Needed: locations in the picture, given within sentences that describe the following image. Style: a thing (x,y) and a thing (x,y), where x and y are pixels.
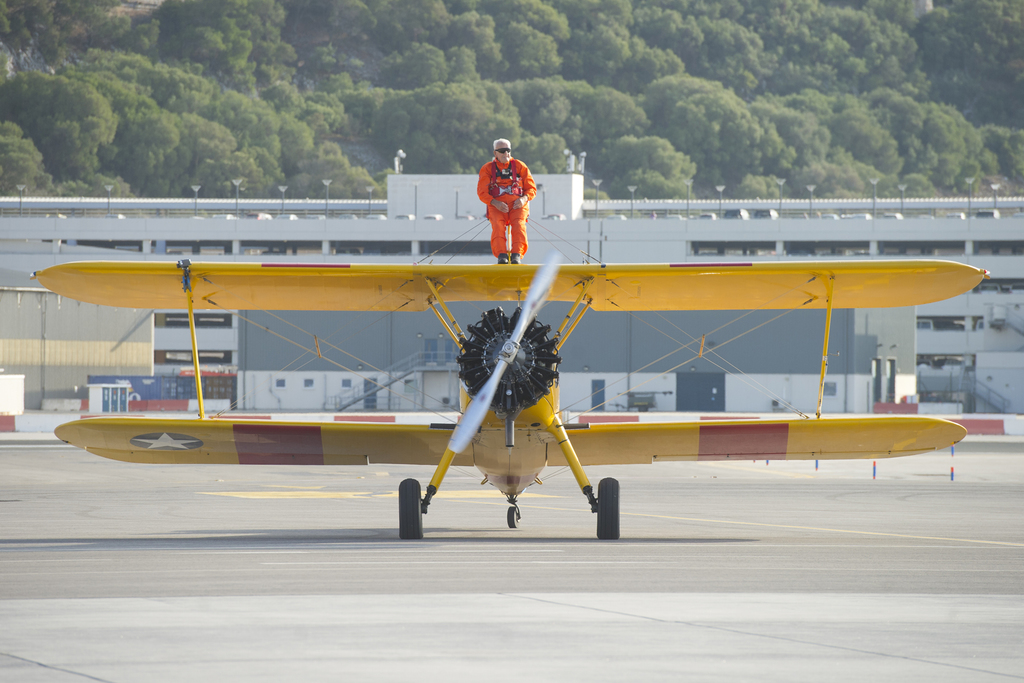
In this picture I can see a plane (516,465) on which there is a person (512,231), behind I can see building (746,352), trees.
